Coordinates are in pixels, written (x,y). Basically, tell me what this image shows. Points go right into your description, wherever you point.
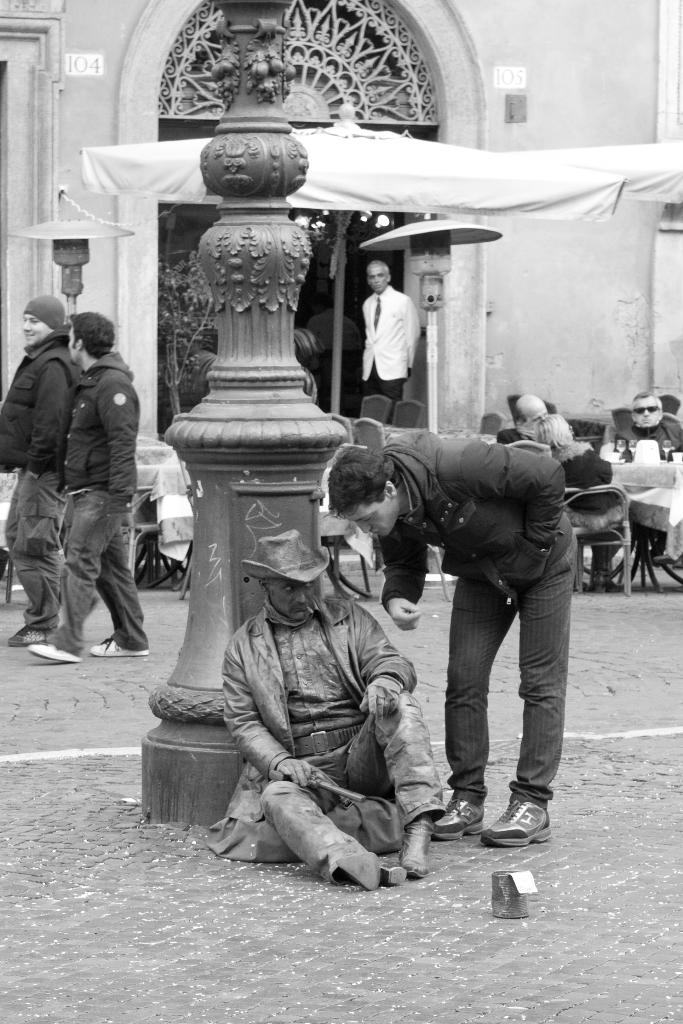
This picture is a black and white image. In the foreground (326,629) we can see a person (309,714) sitting on the ground (436,913) and a person (458,526) standing on the ground (496,930) and bending forward and there is a sculpture of an object (253,186) and we can see the group of persons (69,446) walking on the ground (49,682). On the right (603,468) we can see the group of persons (570,473) sitting on the chairs (582,549) and there are some objects (642,451) placed on the top of the table (658,471). In the background (650,310) we can see the building (359,71) and a person (387,334) and we can see the chairs (347,433), tables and some other objects (441,233).
